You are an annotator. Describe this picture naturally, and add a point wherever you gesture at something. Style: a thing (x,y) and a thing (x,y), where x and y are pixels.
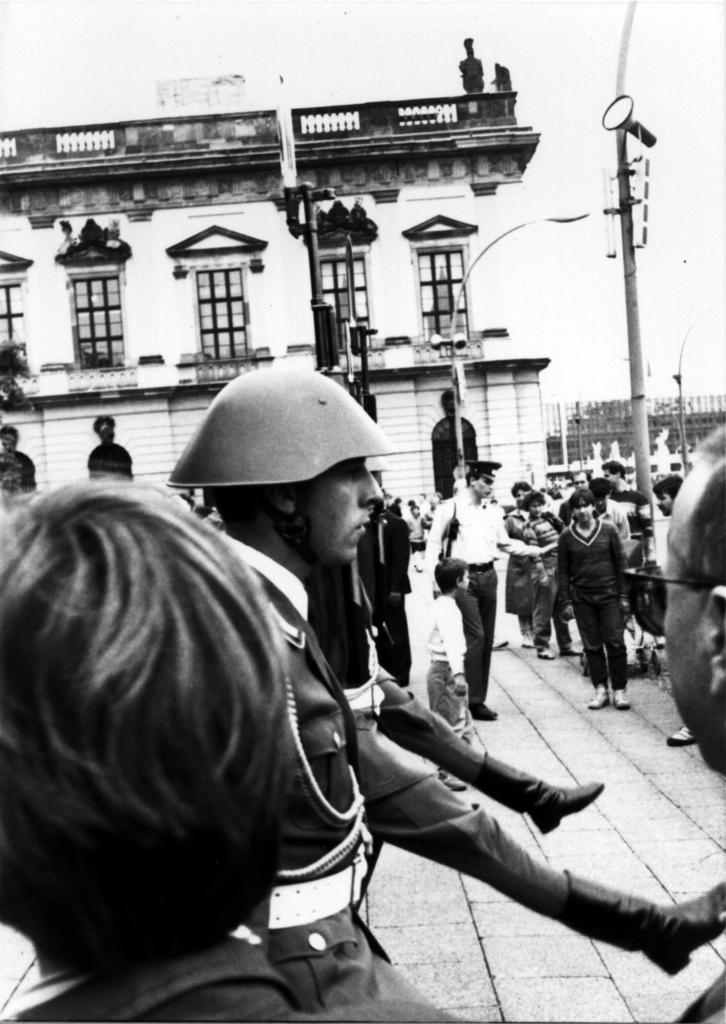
This is a black and white image. I can see groups of people (295,697) standing. In the background (159,390), I can see a building (141,257) with the windows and the poles (648,479). At the bottom of the image (625,810), this is the pathway (563,743).
